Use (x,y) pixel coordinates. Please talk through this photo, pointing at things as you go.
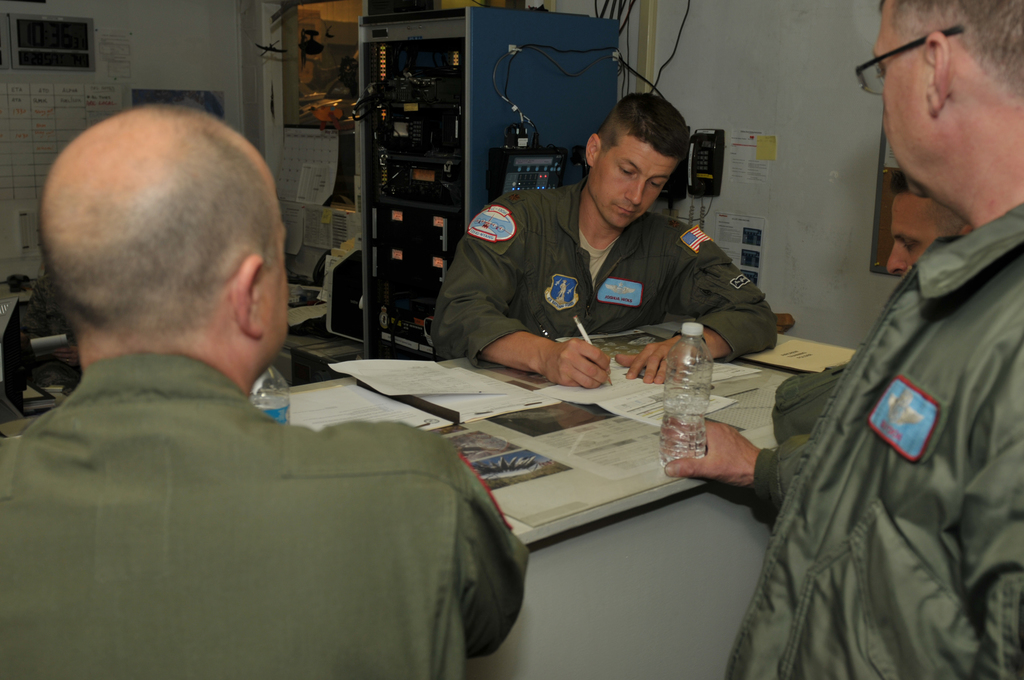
In this picture we can see four men (552,263) where three are sitting and one is standing holding bottle (687,379) in his hand (716,444) and in front of them on table (608,403) we can see papers (473,400), bottles (700,407) and in background (405,223) we can see wall (148,60), racks (406,93) with devices (411,143), wires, glass (334,59).
